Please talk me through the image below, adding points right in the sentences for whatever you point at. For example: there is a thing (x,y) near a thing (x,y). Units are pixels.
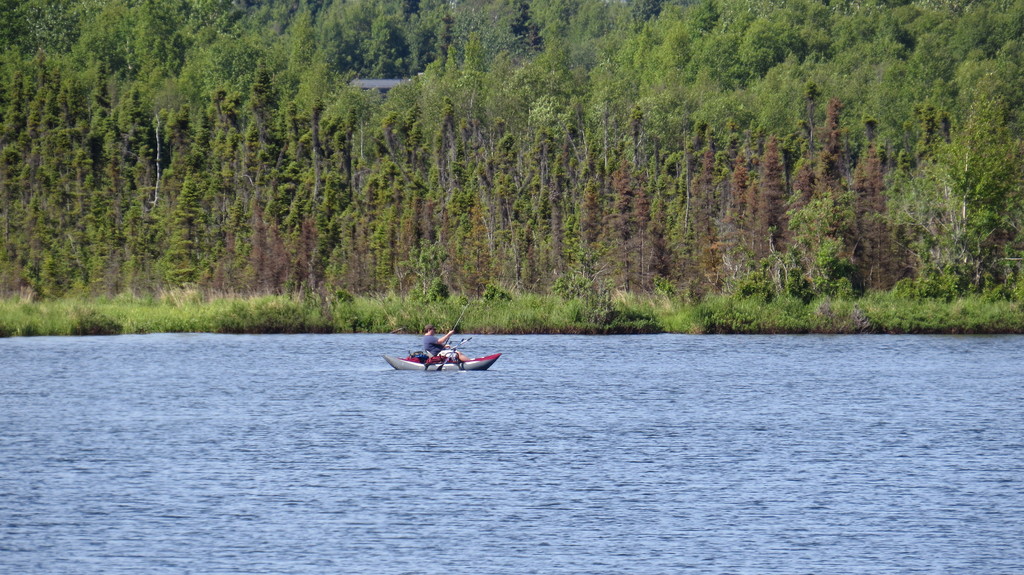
A man (437,343) is sitting in a boat (440,365) on the water (440,489) and he is holding a fishing rod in his hand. In the background (114,334) there are trees (39,96), plants (425,324) and there is an object (361,90) over here.
